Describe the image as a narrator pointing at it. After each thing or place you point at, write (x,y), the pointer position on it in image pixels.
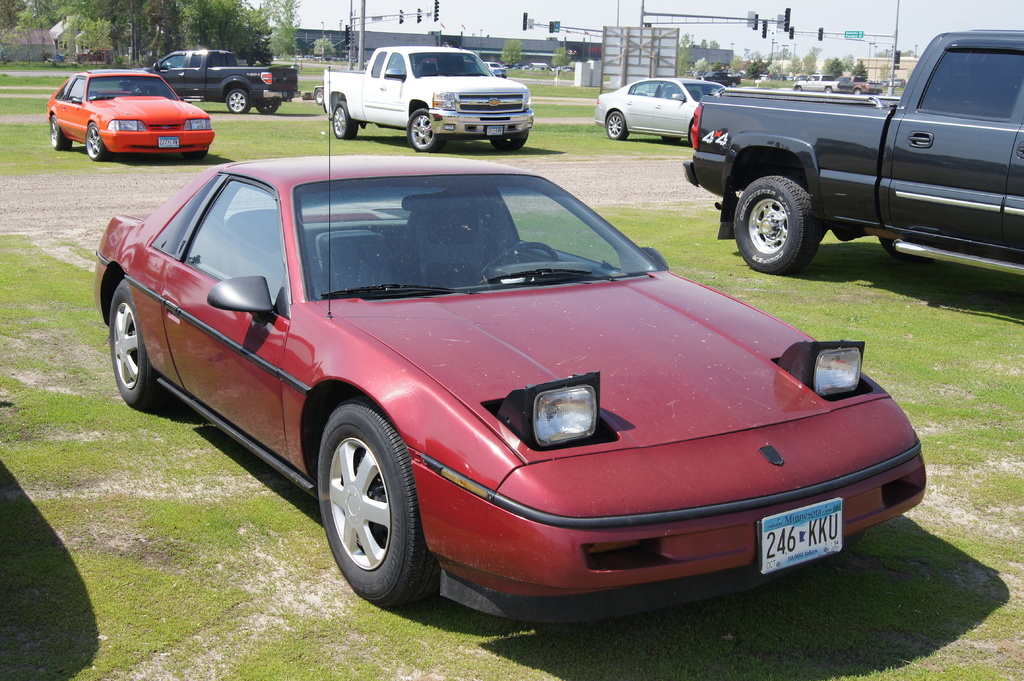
In this image in front (506,314) there are cars (424,258). At the bottom of the image (251,566) there is grass (339,614) on the surface (391,661). In the background of the image (188,24) there are trees (231,15), plants (84,29), traffic lights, poles (891,74), buildings (879,71) and sky (855,21).
